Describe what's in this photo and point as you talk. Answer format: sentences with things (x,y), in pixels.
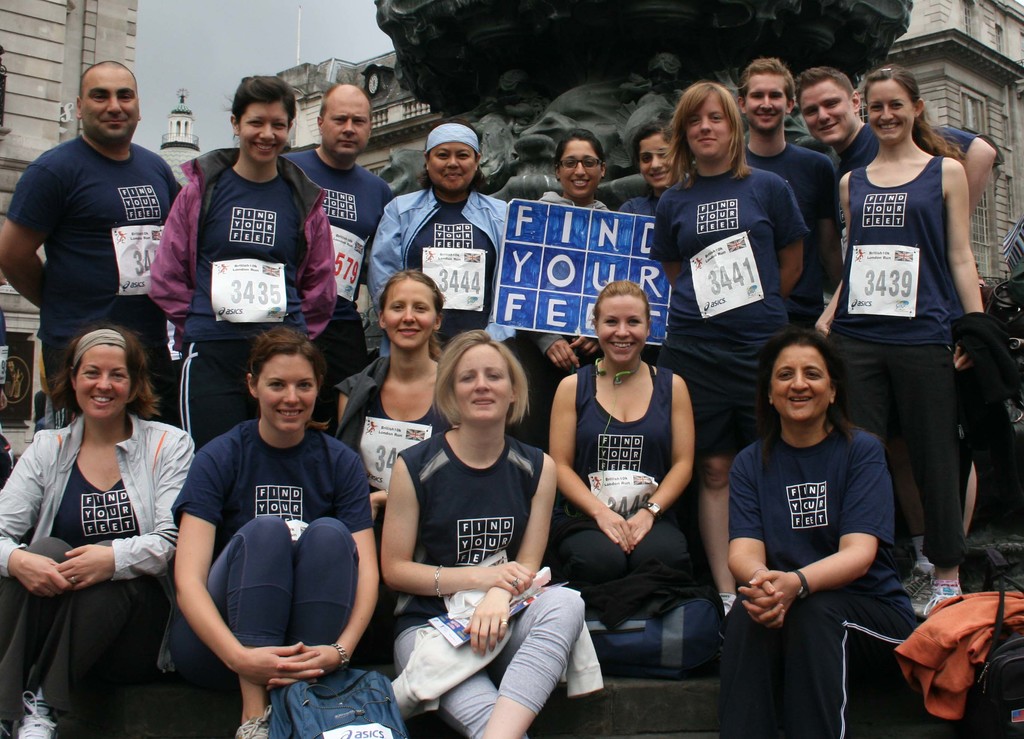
In the center of the image (540,398) there are many people (221,316) standing wearing blue color dress (271,328). At the bottom of the image (541,517) there are girls (126,621) sitting. In the background of the image (862,14) there is a statue (501,0). There is a building (74,54).
